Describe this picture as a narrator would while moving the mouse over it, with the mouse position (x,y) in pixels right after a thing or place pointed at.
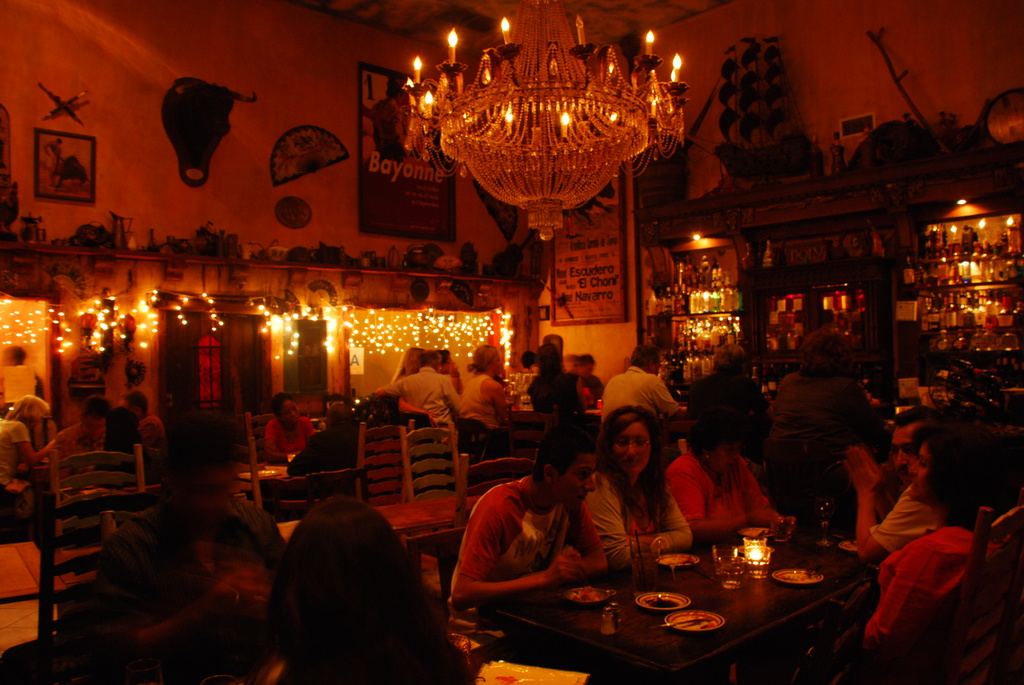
This image seems to be clicked in a restaurant (263,90), in the front (740,609) there are many sitting on chairs (853,635) around the table (770,571) with plates (796,575) and lamp (753,547) on it, there is chandelier (547,133) on the ceiling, on the right side (951,314) there are wine bottles (969,308) on shelves (941,300), in the back (591,374) there are many people (339,409) standing and sitting on chairs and at the back wall (70,321) there are lights (356,339) hanging on it with posters (397,179) above it.
